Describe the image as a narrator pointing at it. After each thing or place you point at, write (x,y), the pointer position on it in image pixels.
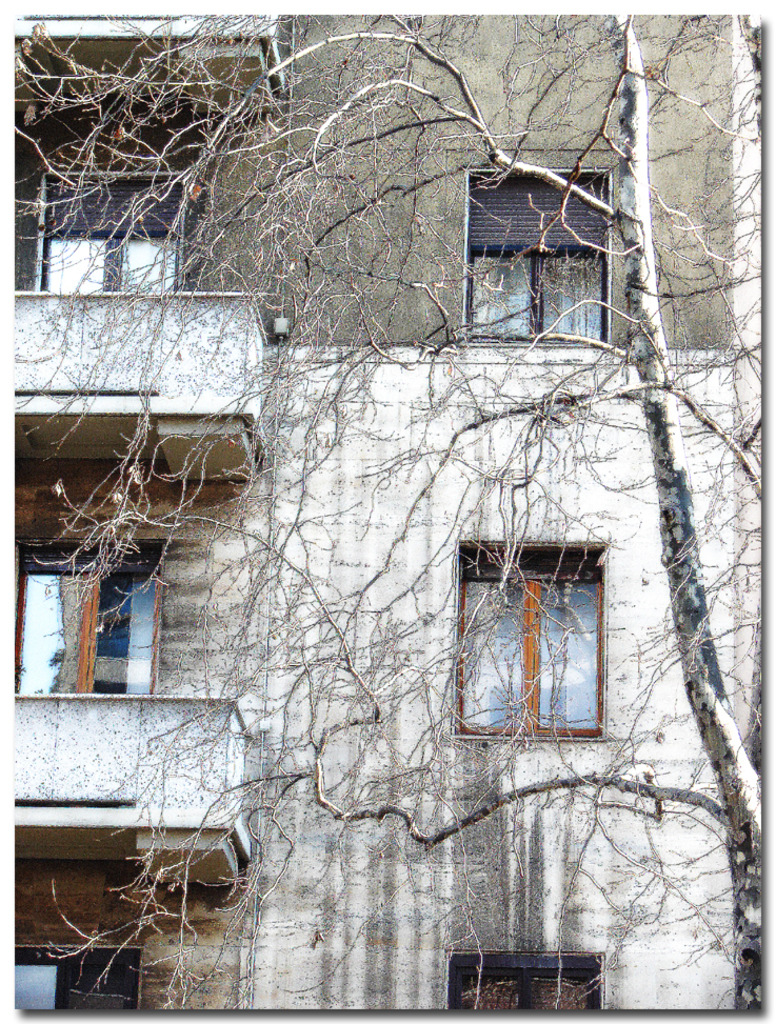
In this picture I can see a dry tree (543,345) behind which I can see building (434,237) which is looking old.
